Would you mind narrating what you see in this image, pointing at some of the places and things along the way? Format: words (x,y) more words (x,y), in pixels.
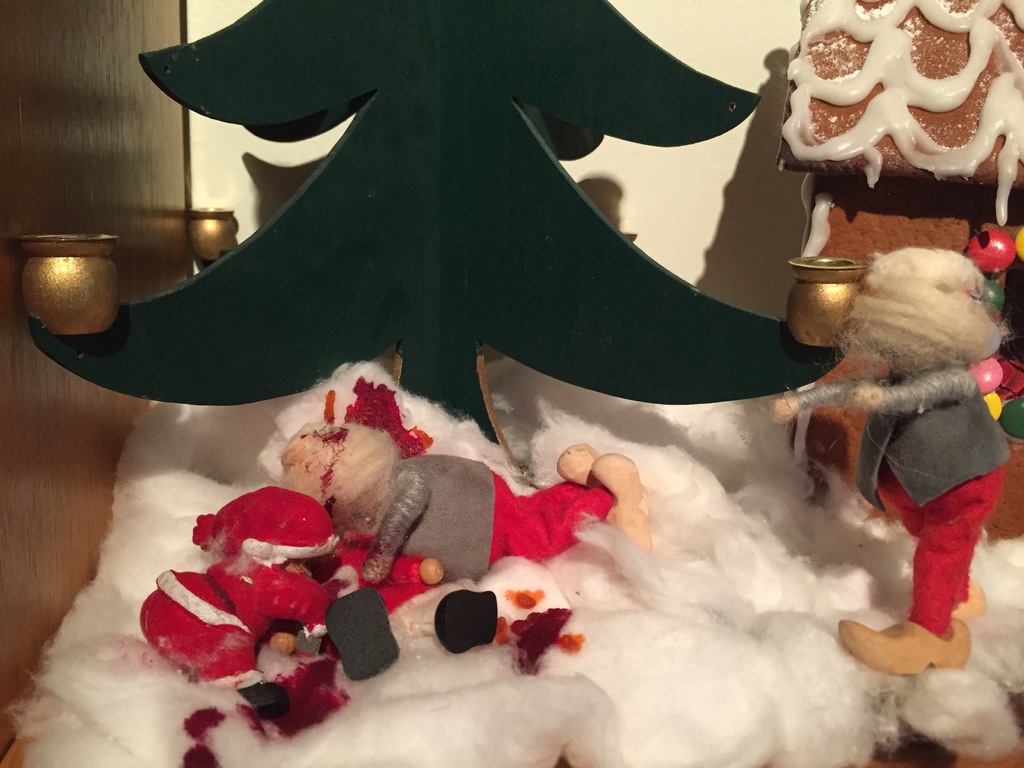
These are the toys (411,531), in the left side (309,545) it is a Christmas grand father toy (264,570). This is cotton (664,674) in the middle of an image (561,430).
